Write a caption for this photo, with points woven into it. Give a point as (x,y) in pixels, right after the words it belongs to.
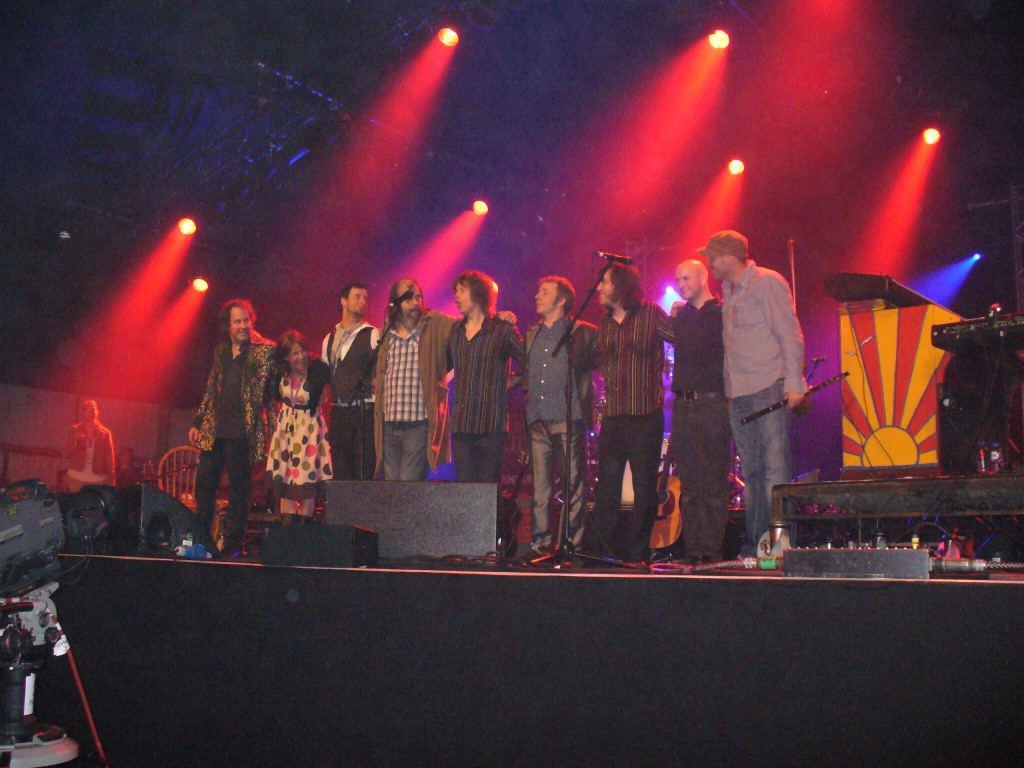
In this image we can see persons (651,393) standing in a row on the dais (847,528), musical instruments (863,299), mics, mic stands (361,437), speakers (127,490) and cameras (99,514). In the background (736,171) we can see iron grills (290,134) and electric lights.
